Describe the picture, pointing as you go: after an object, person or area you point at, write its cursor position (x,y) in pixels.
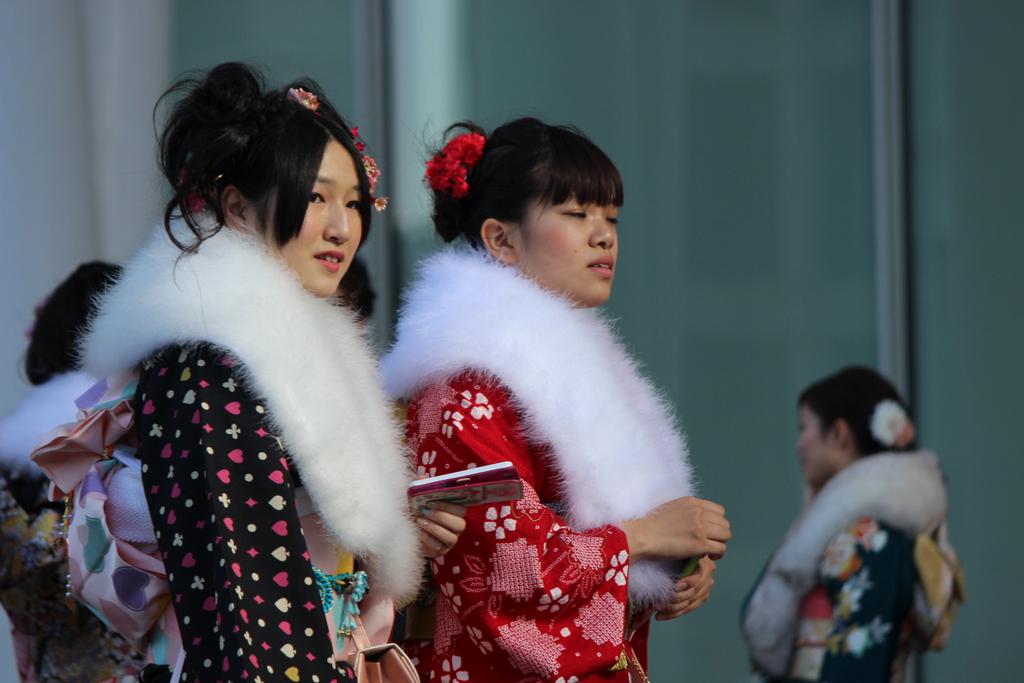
In this picture I can see women (568,485) are standing. These women (424,370) are wearing traditional dresses (500,559). In the background (553,100) I can see a wall (597,93).
